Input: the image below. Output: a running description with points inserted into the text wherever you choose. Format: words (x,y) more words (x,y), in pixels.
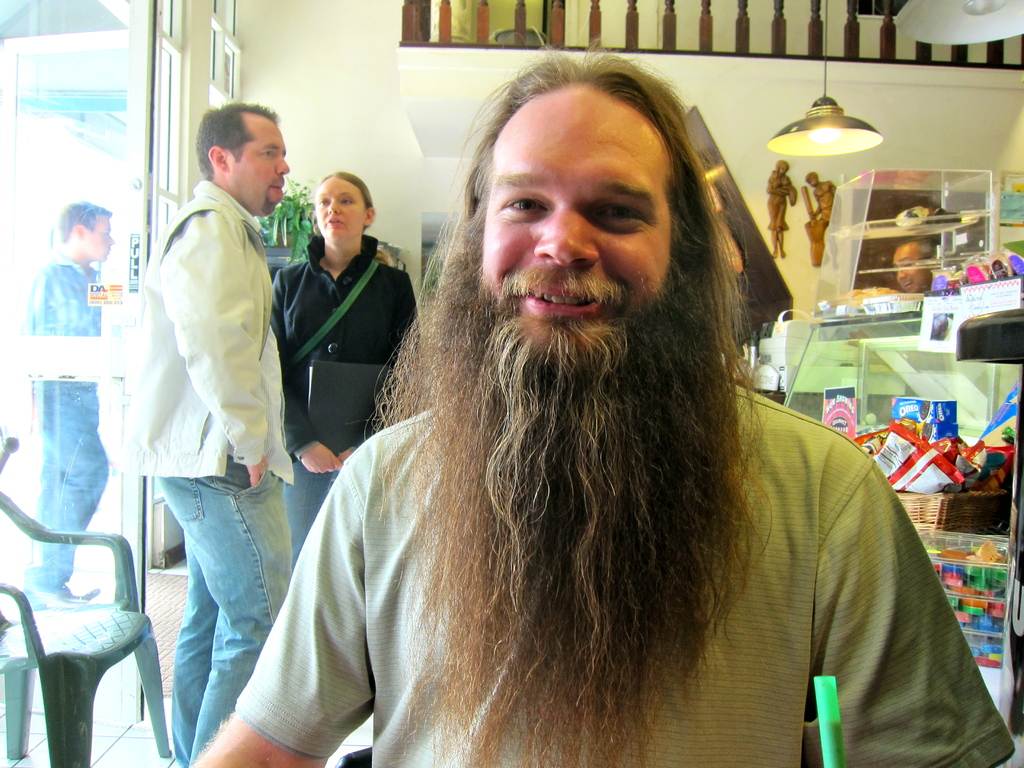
In this image I can see some people (384,397). On the left side (128,626) I can see a chair (100,624). On the right side (961,459), I can see some objects (868,352). At the top (867,122) I can see the lights (865,124).
